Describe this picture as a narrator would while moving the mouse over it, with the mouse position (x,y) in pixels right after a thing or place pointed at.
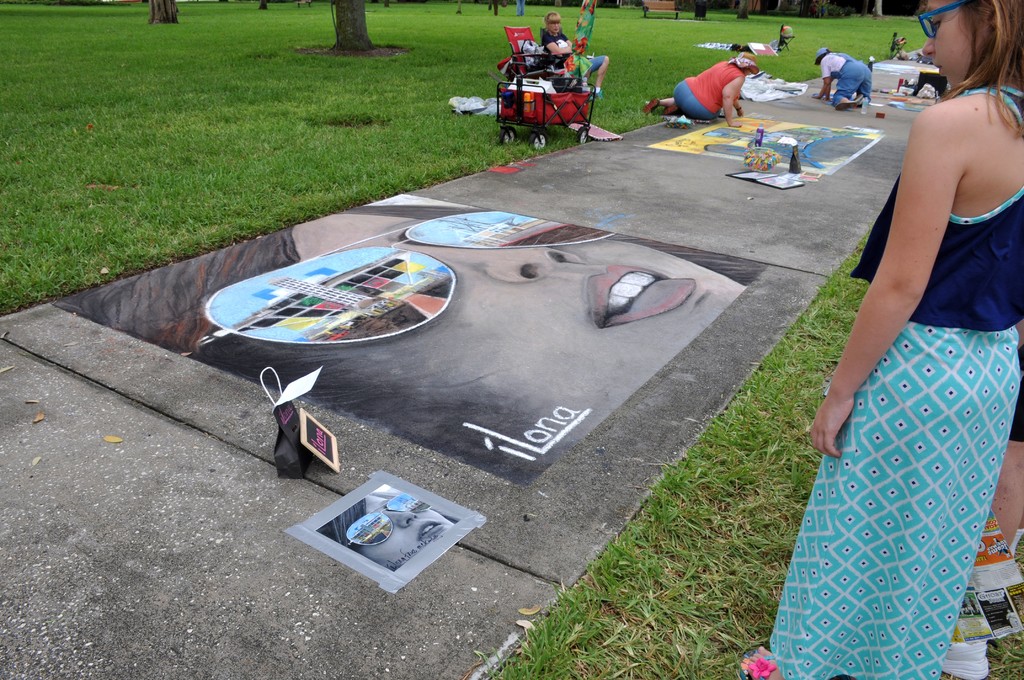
In this image there are stone slabs (755,249) on the grassland (440,76). There are paintings (463,320) on the stone slabs (473,387). There are bags (286,449) and few objects (772,82) on the stone slabs (362,460). Bottom of the image (339,526) there is a photo (367,537) attached to the stone slab (293,555). Right side (1002,311) there are people (870,322) standing on the grassland (738,624). There is a trolley (588,108) on the grassland (384,132) having few objects (540,87). There is a person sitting on the chair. There are people (696,114) on the stone slab (831,147). Top of the image (648,5) there is a bench (662,5) on the grassland (663,33) having tree trunks (863,2).
